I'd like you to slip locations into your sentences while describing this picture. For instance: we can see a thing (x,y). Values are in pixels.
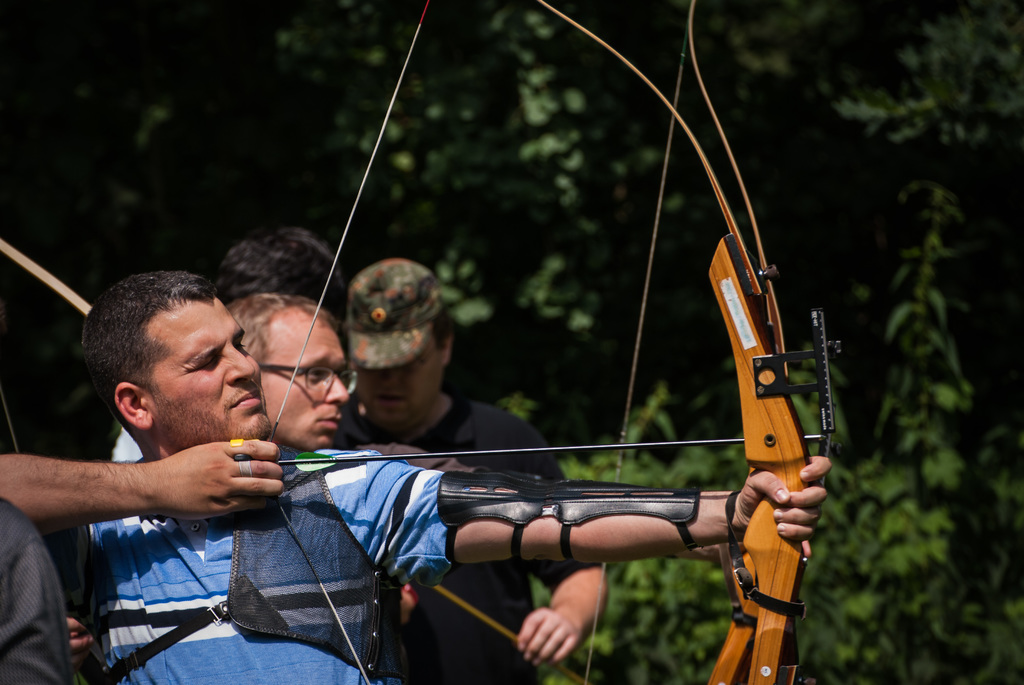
In this image we can see a few people (318,475), one of them is playing an archery (312,460), also we can see some trees (652,188), and the picture is blurred.
